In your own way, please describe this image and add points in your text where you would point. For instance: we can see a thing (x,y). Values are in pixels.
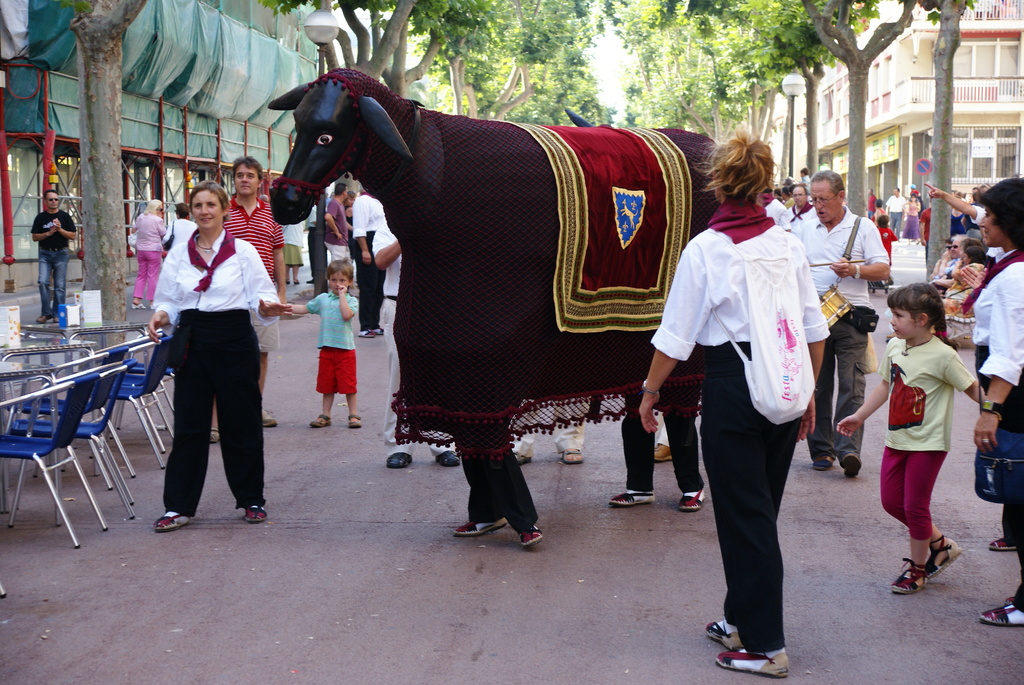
In this image i can see few man (731,396) standing on road (876,459) there is a doll (560,249), there are few trees (458,56), building (245,61) and a light pole (321,61) at left (64,406) there are few chairs (99,398) and a table (75,348).
